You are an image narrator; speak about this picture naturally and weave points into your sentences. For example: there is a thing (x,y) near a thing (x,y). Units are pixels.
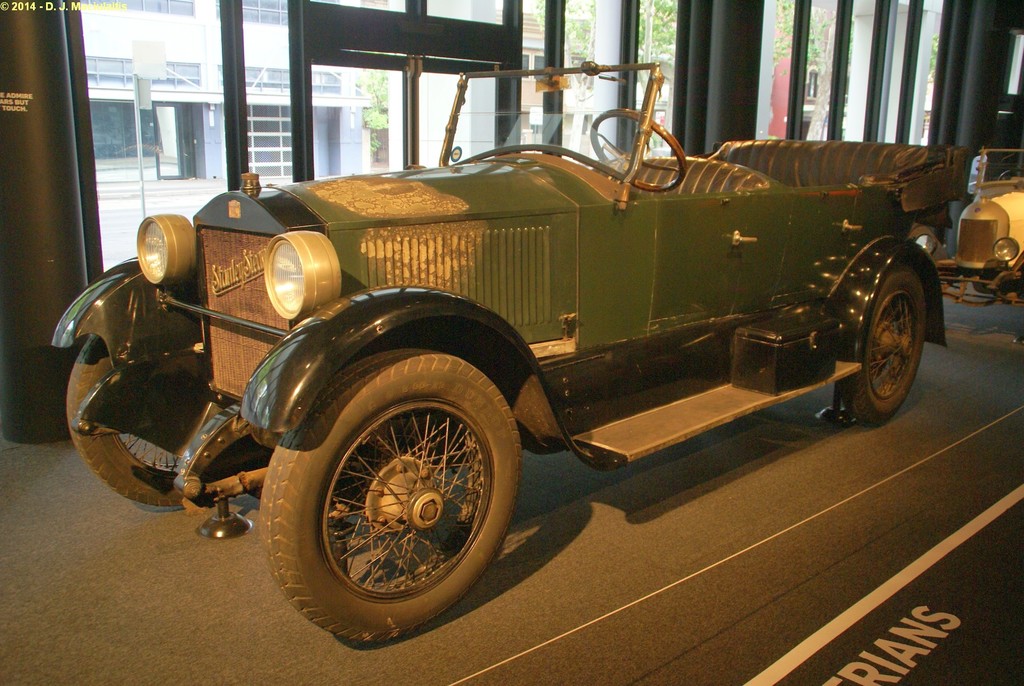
In this image we can able to see two cars (750,287) parked one of them is green in color, and there is a building (209,74) over here.
